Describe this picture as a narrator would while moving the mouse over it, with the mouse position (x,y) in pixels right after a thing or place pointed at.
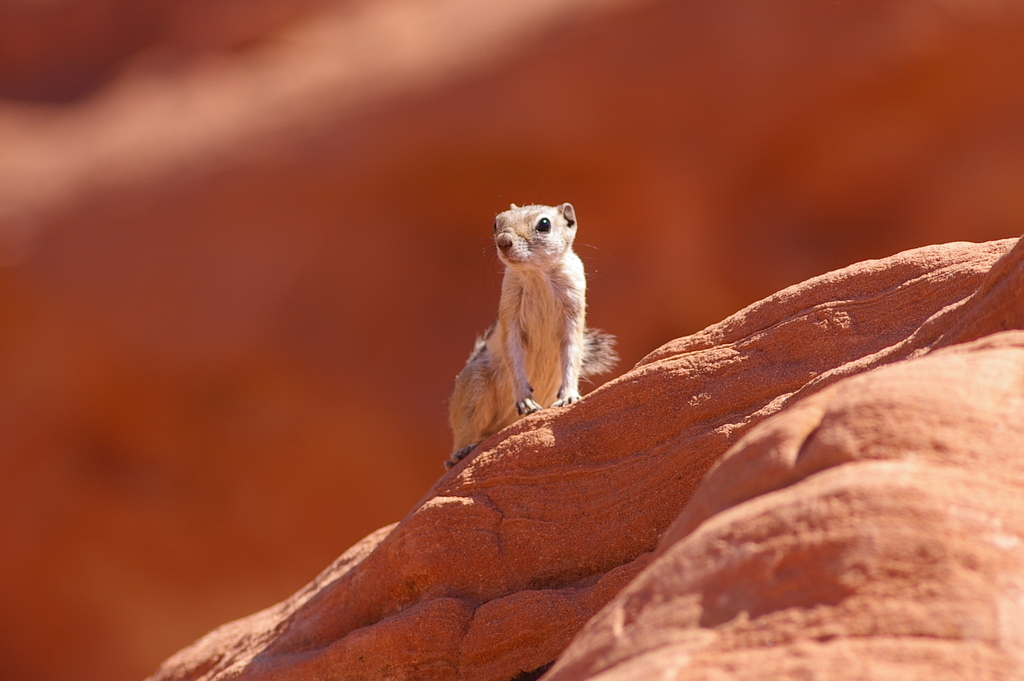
In the middle of this image (483,337) there is a squirrel (541,384) on a rock (657,460). The background (225,267) is blurred.
